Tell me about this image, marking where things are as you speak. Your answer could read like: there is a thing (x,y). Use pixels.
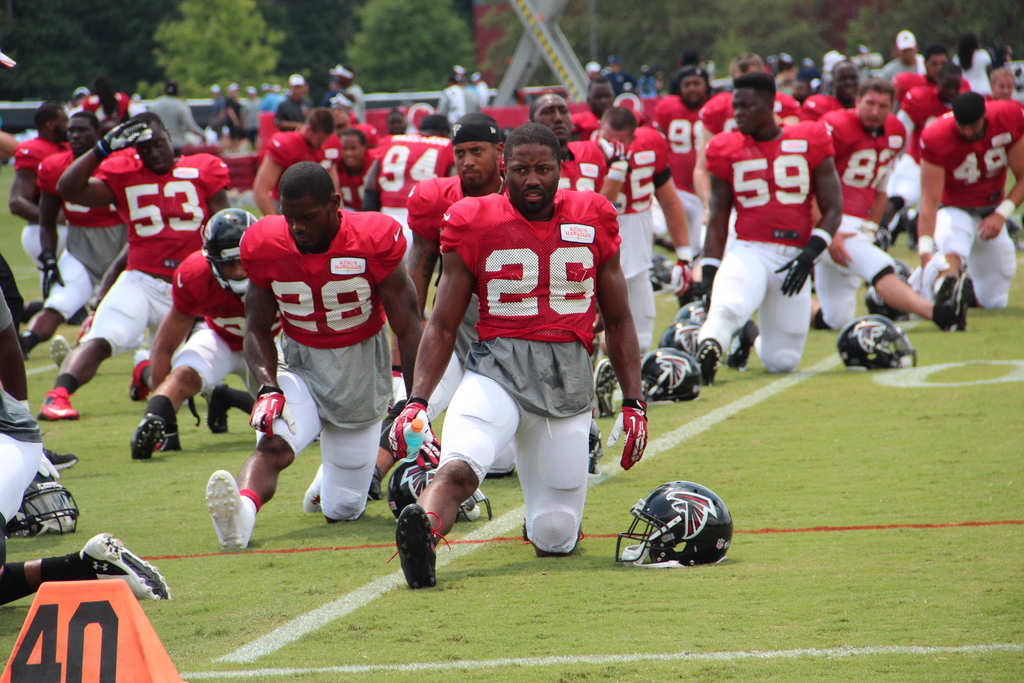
In this image we can see a group of people (482,262) on the ground (180,656). We can also see a board (145,628) with some numbers (104,642) and helmets (716,512) placed on the ground (751,537). On the backside (580,86) we can see a pole (537,46), fence (408,129) and a group of trees (390,57).
